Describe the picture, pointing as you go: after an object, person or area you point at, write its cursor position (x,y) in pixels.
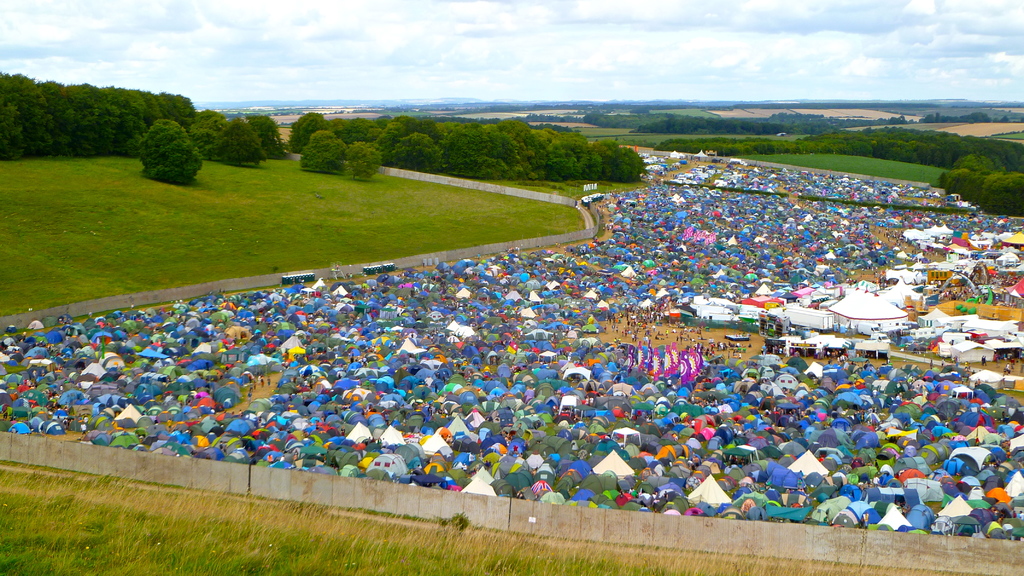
In this picture there are tents (830,273) and there are group of people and there are trees (998,157) and there is a compound wall (546,242). At the top (491,73) there is sky (569,42) and there are clouds (546,26). At the bottom (361,549) there is grass (269,549). At the back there are mountains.
